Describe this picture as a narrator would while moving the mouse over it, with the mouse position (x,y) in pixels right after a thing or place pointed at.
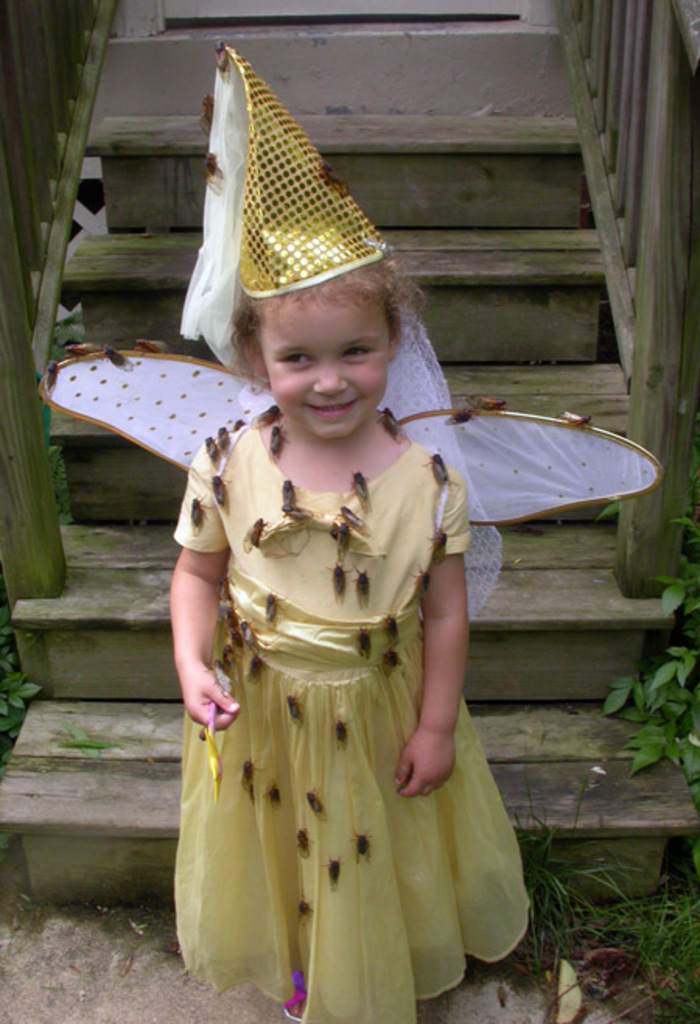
In this image, we can see a kid (404,517) wearing clothes (337,676) and standing in front of the staircase (573,577). There is a plant (674,671) and some grass (613,937) in the bottom right of the image (677,943).
